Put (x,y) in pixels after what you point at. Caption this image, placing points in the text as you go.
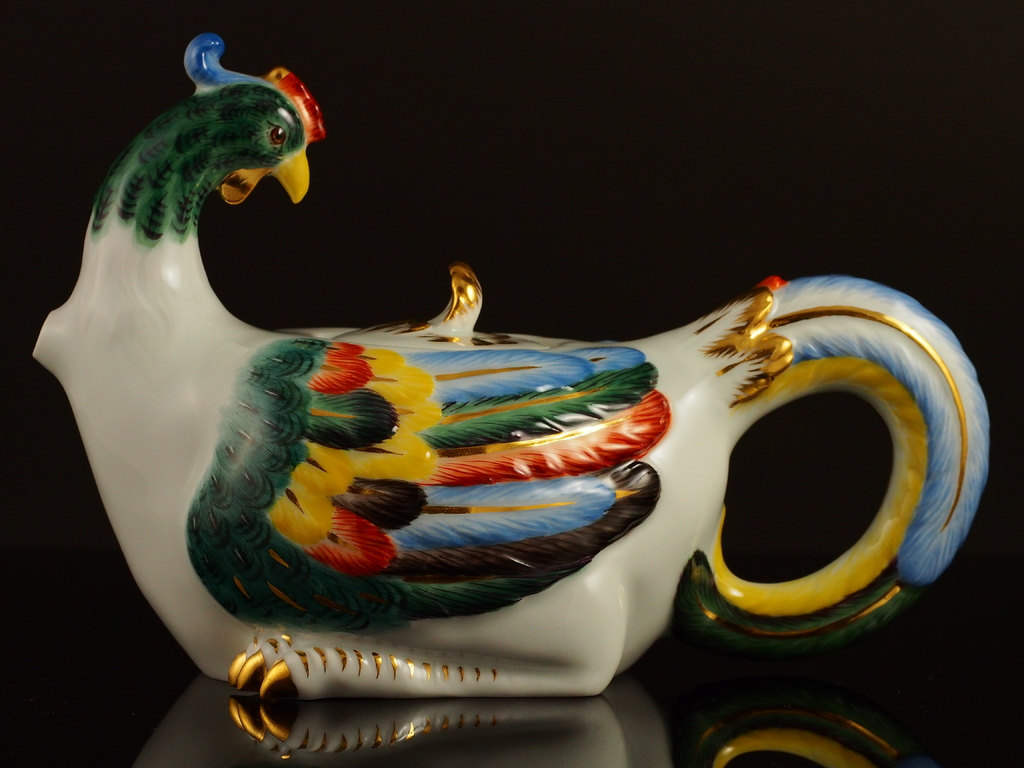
In this image I can see a bird cup (342,359). It is in different color. Background (809,56) is black in color.
